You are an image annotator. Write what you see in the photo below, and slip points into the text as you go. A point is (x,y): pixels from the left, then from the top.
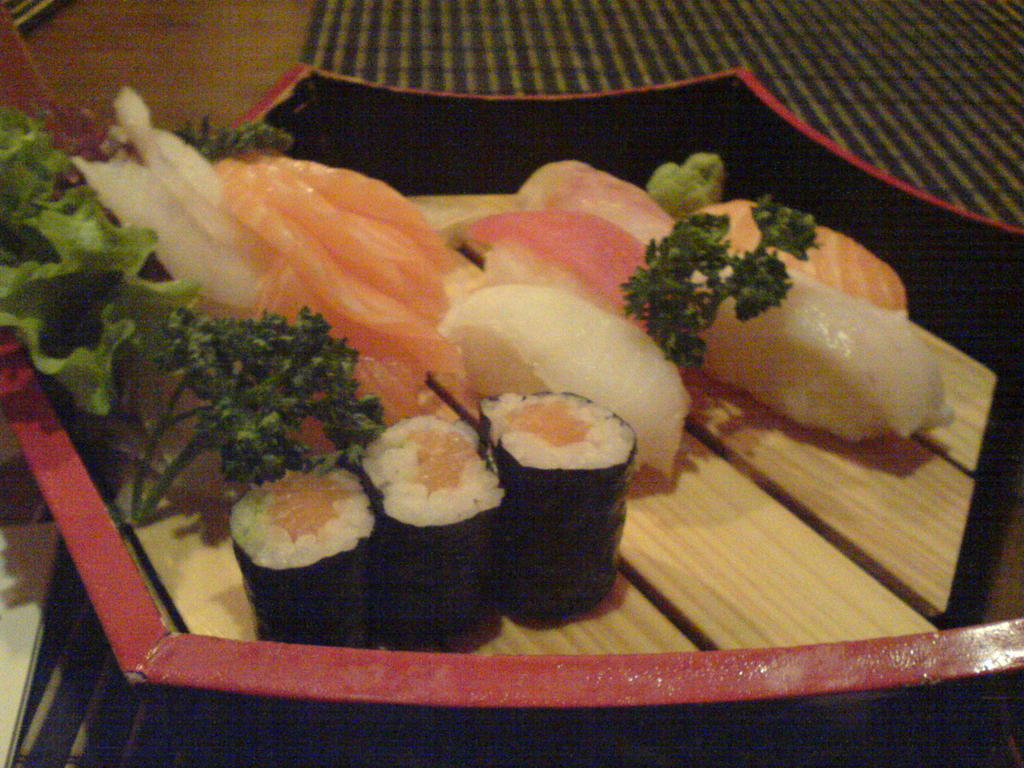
In this picture, there is a bowl (696,114) placed on the table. In the bowl (695,481), there is some food (477,309) like green leaves (188,293), meat (436,267), rice (344,544) etc.
